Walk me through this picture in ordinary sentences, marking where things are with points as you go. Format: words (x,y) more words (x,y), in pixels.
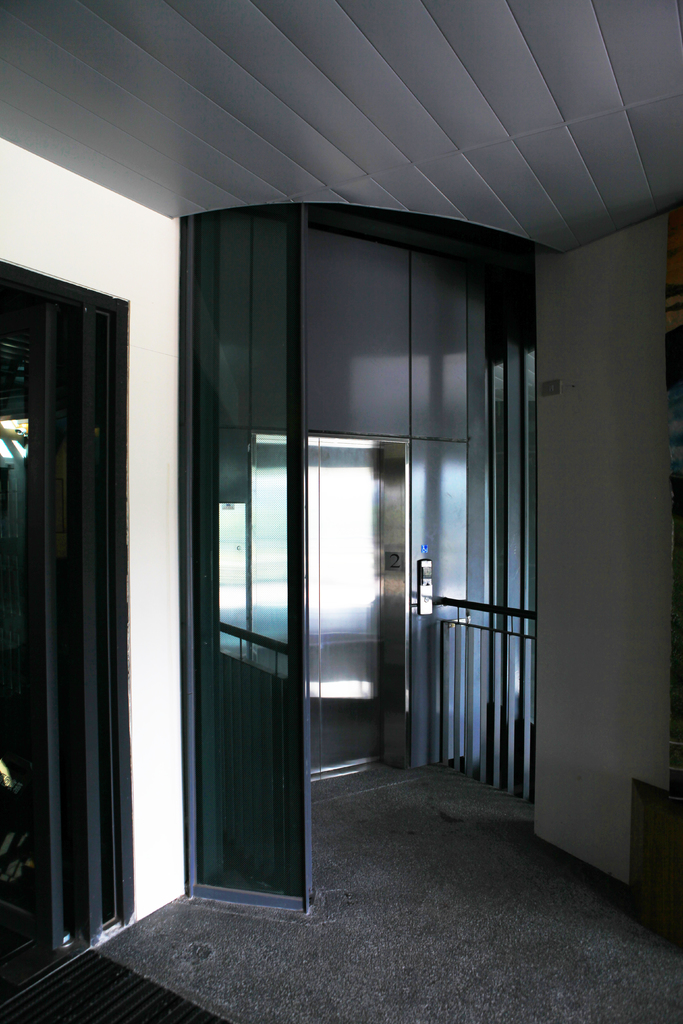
In this picture I can see there is a elevator (411,723) and a carpet (202,1014) on the floor (403,915). There is a wall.
